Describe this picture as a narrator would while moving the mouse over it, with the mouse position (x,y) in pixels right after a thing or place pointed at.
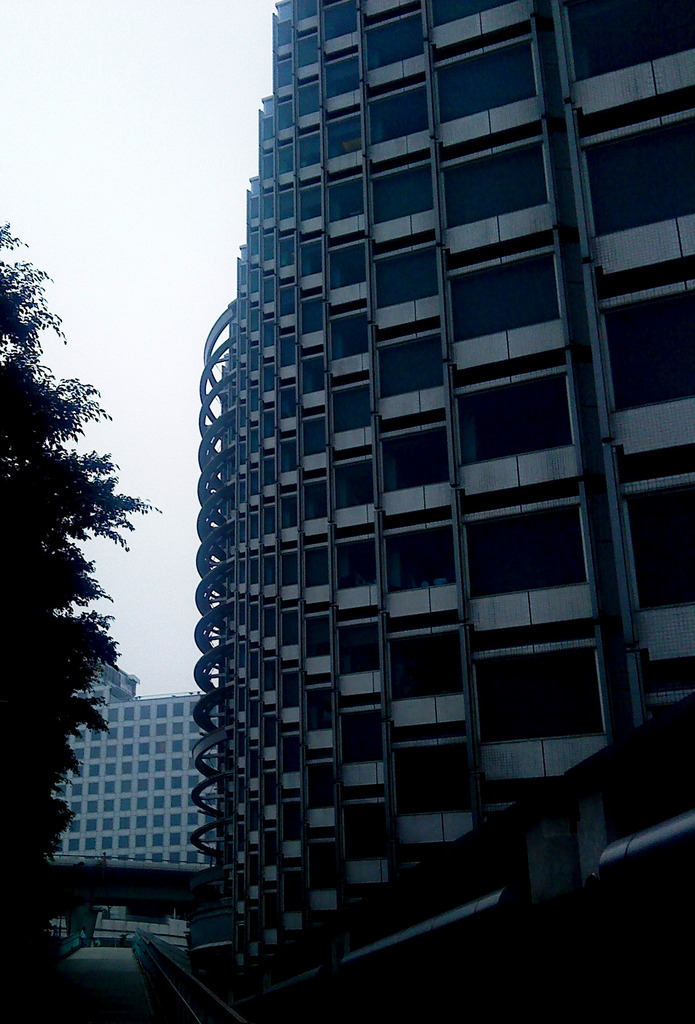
In this image we can see the buildings (134,853) and a tree (26,809). In the background (110,12), we can see the sky (136,120).
